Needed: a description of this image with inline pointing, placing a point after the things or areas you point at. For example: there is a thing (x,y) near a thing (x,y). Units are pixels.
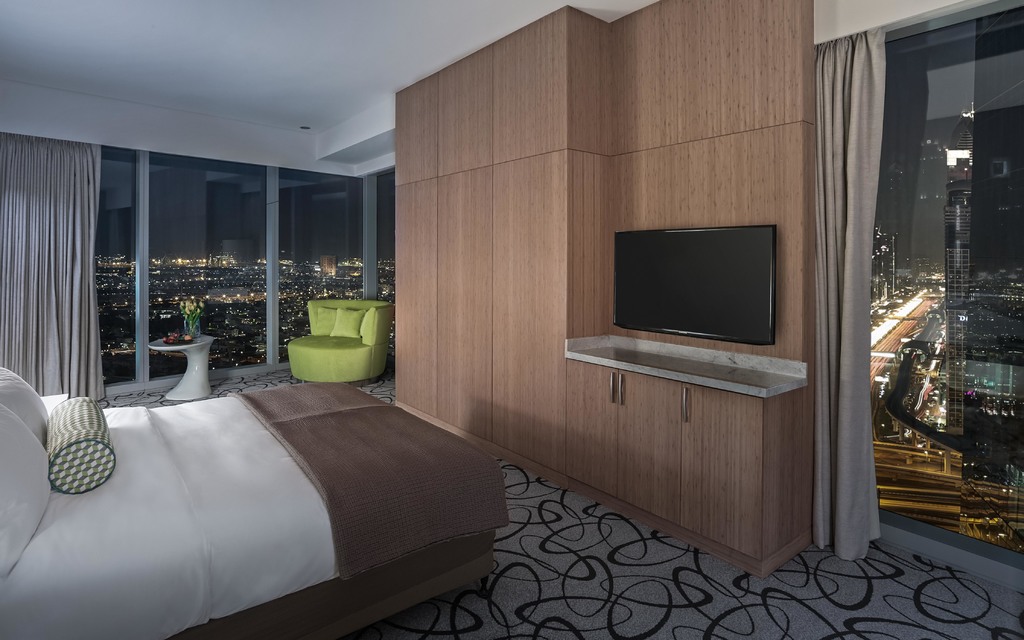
This picture is clicked inside the room (651,461). At the bottom (602,566), we see a floor (598,603). On the left side (253,468), we see a bed (296,501) and white pillows (30,420). We see a blanket (326,477) in brown color. Beside that, we see a curtain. We see a white table (185,348) on which a flower vase (190,332) is placed. Beside that, we see a green color sofa (365,351). Behind that, we see the glass windows (149,290) from which we can see the buildings (237,292) and lights (243,268). In the middle (460,229), we see the cupboard (545,313) and the television (724,296). Beside that, we see a curtain (859,477) and the glass windows (931,447) from which we can see the buildings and street lights (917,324).
